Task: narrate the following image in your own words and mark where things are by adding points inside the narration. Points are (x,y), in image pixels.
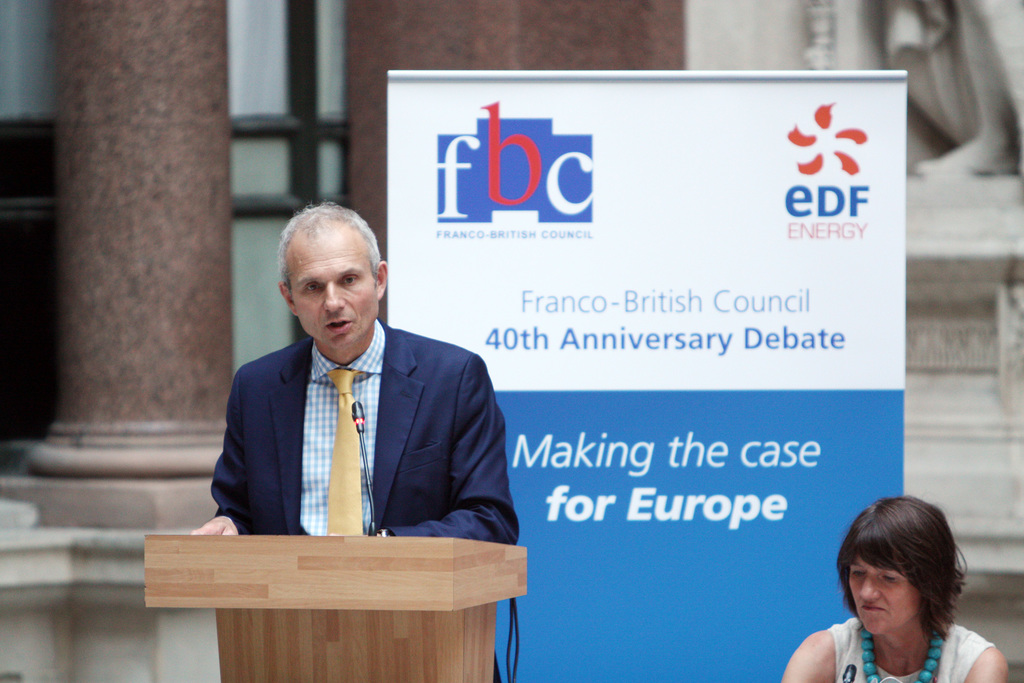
In the center of the image (404,435) there is a person (357,524) standing at a desk (348,563). On the right side of the image (798,655) we can see a woman (883,560) sitting. In the background (835,543) there is a poster (646,230), pillar (178,150) and wall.
